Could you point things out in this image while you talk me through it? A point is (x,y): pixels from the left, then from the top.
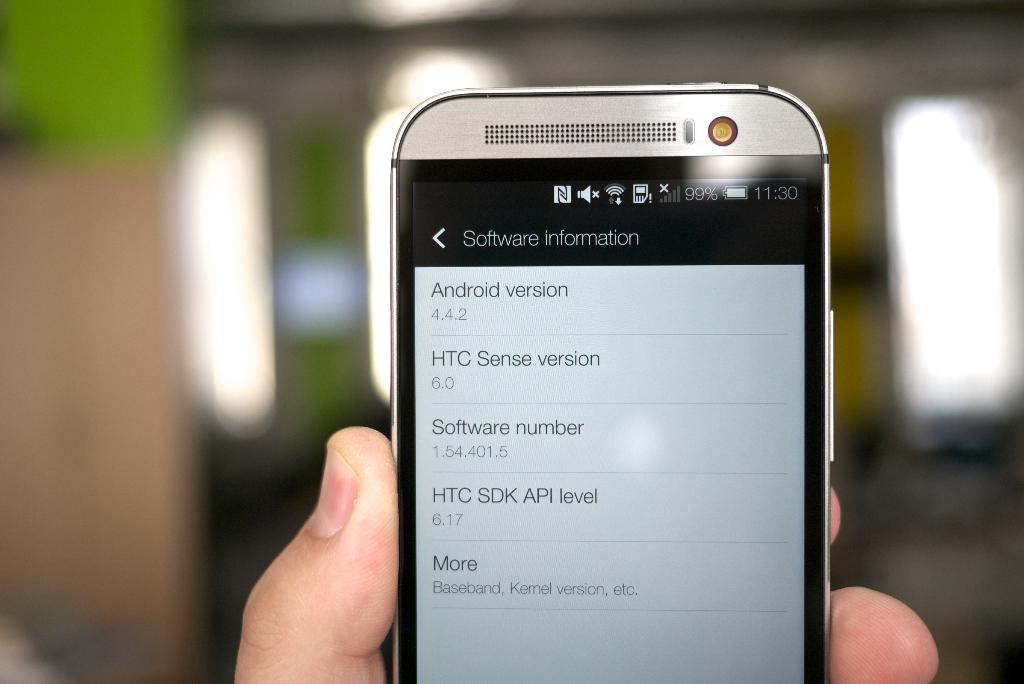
In this image in the middle (569,412), there is a person hand (373,541) holding a mobile phone (611,234) on that there is a text (555,435). In the background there are lights (951,142).
